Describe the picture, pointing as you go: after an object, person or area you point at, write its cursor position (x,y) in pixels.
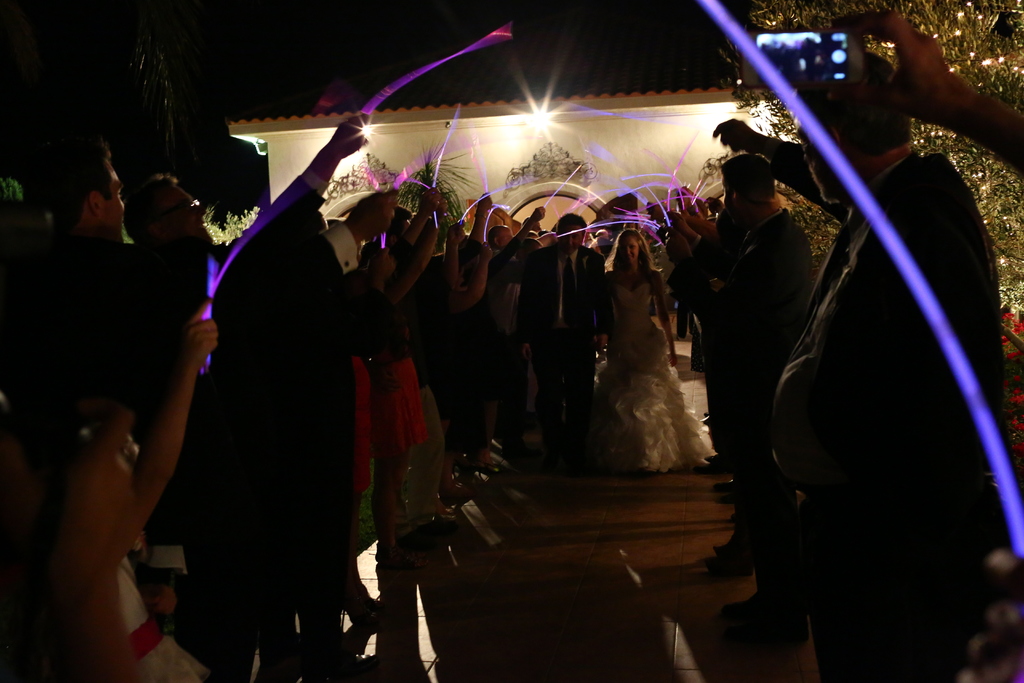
There are groups of people (614,286) standing. Among them few people (483,216) are holding the lights (375,102) in their hands (422,207). This looks like a building (567,110). These are the trees (947,50). On the right side of the image (930,102), I can see a person's hand (915,75) holding a mobile phone (830,57) and clicking pictures.
